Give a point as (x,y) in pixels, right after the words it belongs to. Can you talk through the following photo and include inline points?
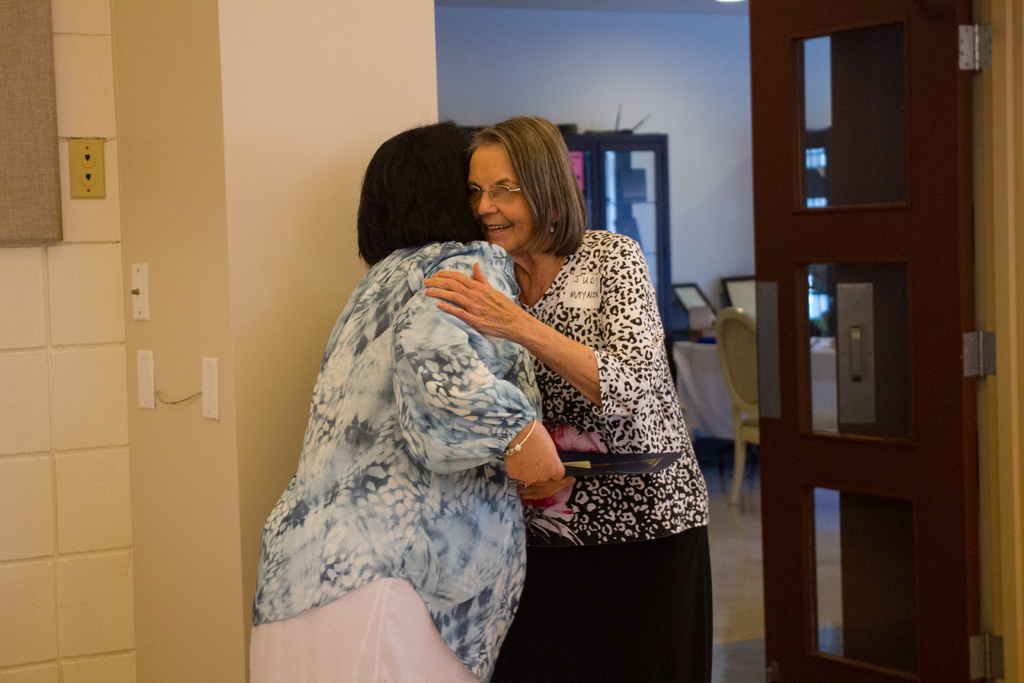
As we can see in the image there is wall (619,65), window (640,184), white color tiles (107,277), chairs (752,389), table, door (952,507) and two women (515,398) standing in the front (531,379).
